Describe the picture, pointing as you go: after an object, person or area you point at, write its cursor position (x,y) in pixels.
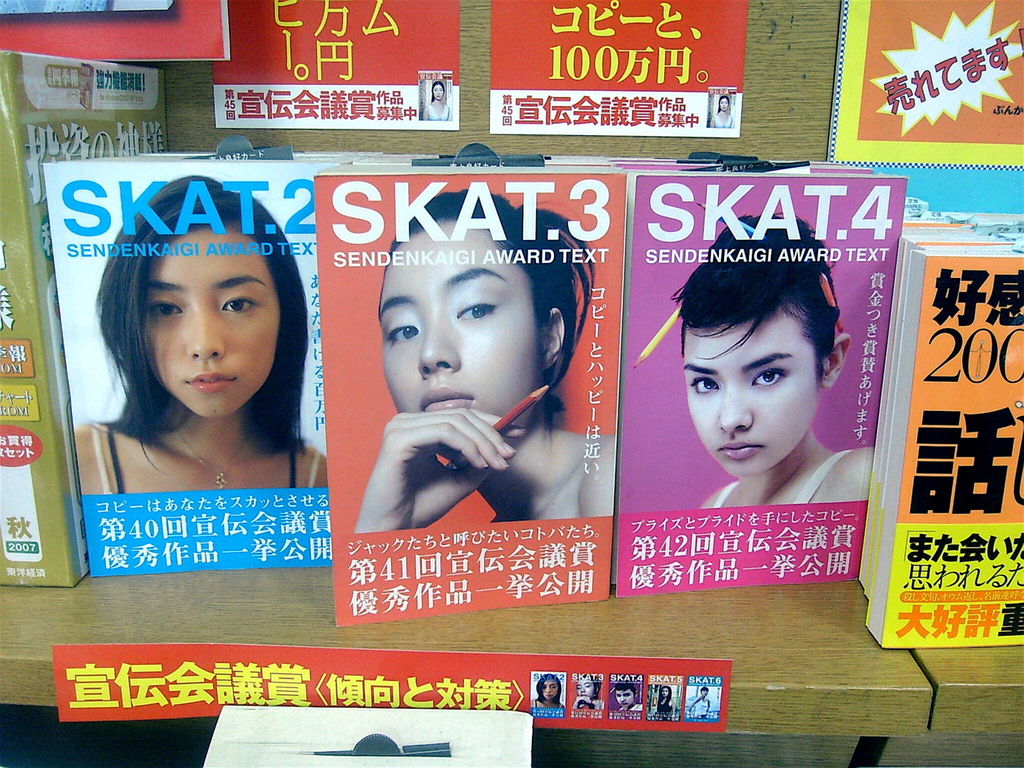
In this image, we can see few books (945,563) on the wooden objects (549,649). Here we can see posters (1023,120). On the books (5,550), we can see images (143,444) and text (373,563).
